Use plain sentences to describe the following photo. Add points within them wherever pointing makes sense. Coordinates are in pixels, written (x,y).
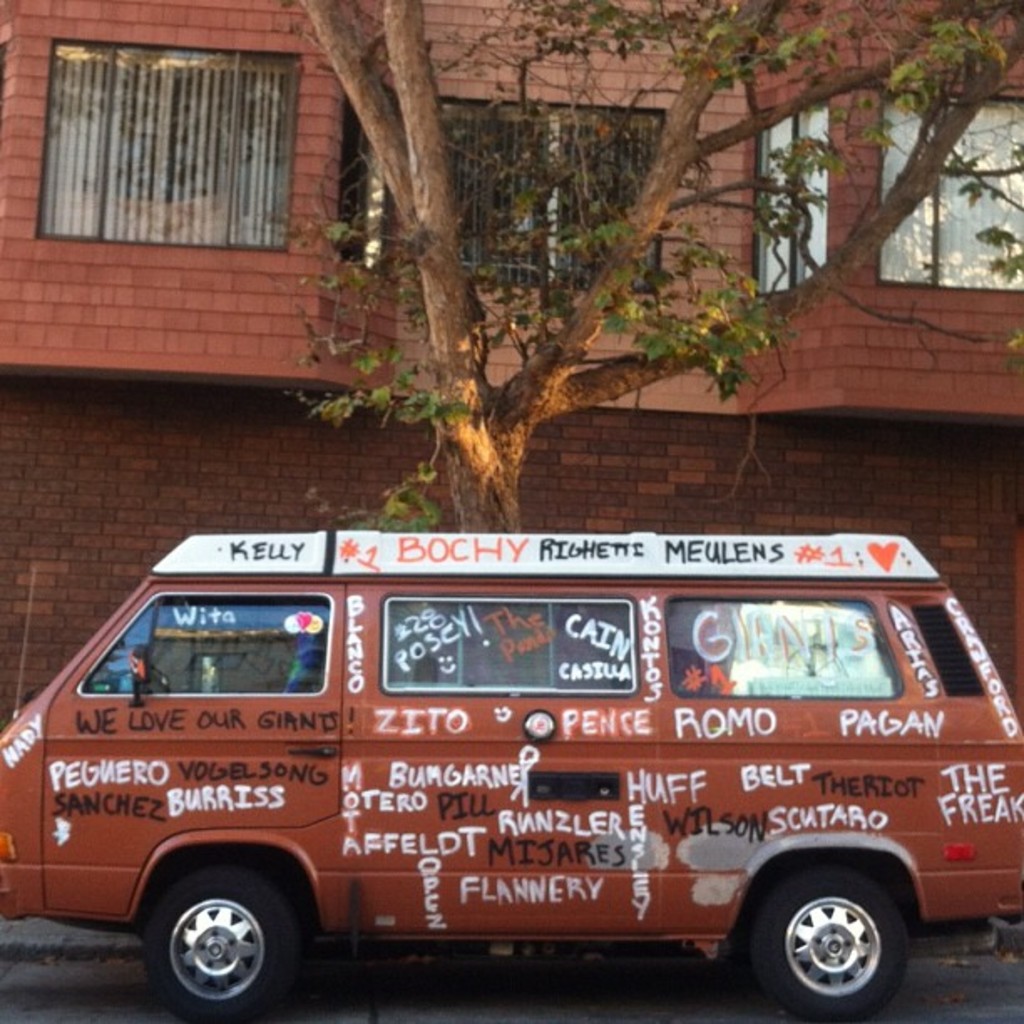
In this picture there is a van (818,749) which is parked near to the tree (481,405). On that I can see something is written. In the back (121,412) there is a building (129,435). At the top (89,124) I can see the windows (457,171).
